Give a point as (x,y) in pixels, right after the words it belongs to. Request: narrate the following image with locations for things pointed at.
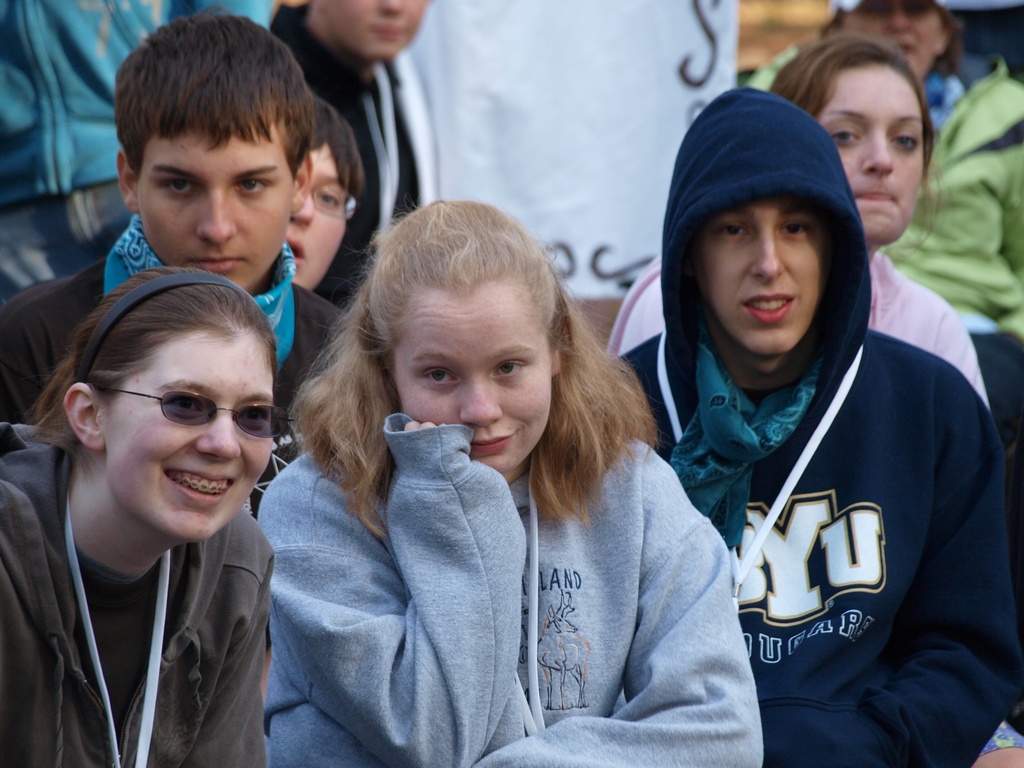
In this image we can see a group of people (526,470).
